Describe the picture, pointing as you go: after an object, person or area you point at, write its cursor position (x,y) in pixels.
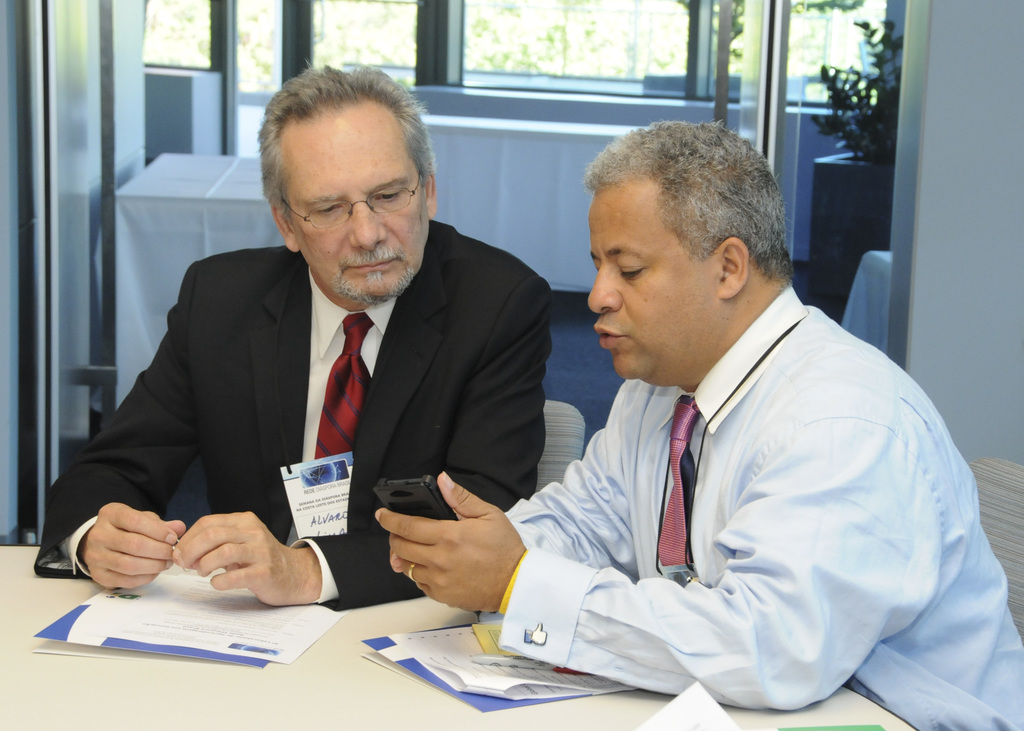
In this image there are two people (555,553) sitting on their chairs (1013,576), in front of them there is a table (229,725) with some papers (294,621) and files (558,696) on it, behind them there are a few more tables (630,127) and a plant pot (852,181), there is a glass window (558,37) through which we can see there are trees (477,44).
